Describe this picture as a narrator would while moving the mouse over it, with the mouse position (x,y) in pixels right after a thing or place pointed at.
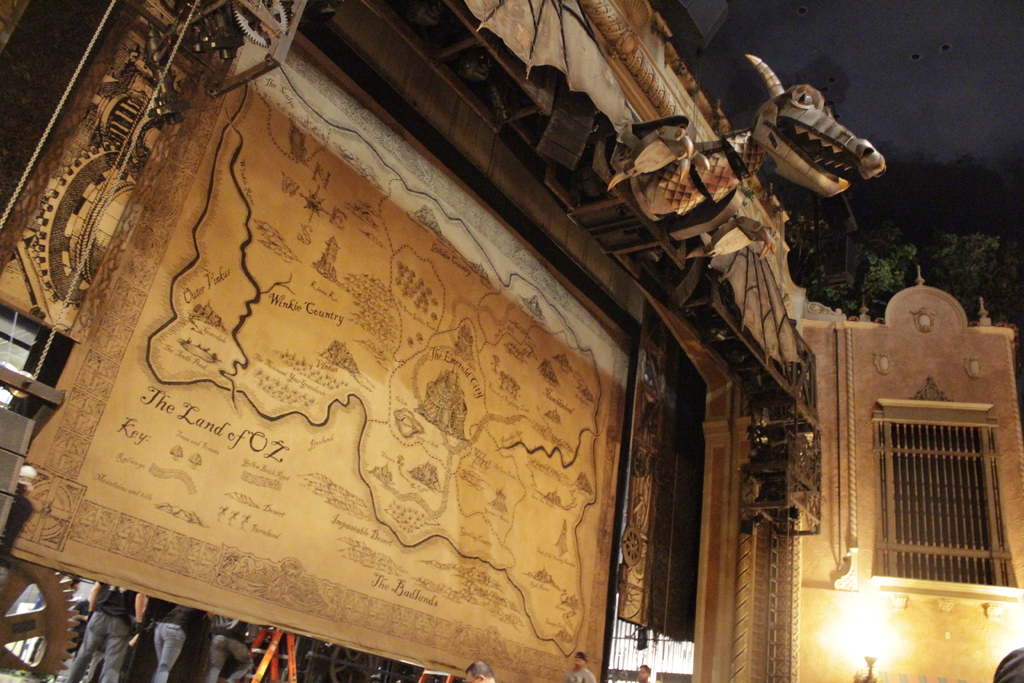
In this we can see there is a curtain (318,527) with map (470,531) on it, under that there are so many people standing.
